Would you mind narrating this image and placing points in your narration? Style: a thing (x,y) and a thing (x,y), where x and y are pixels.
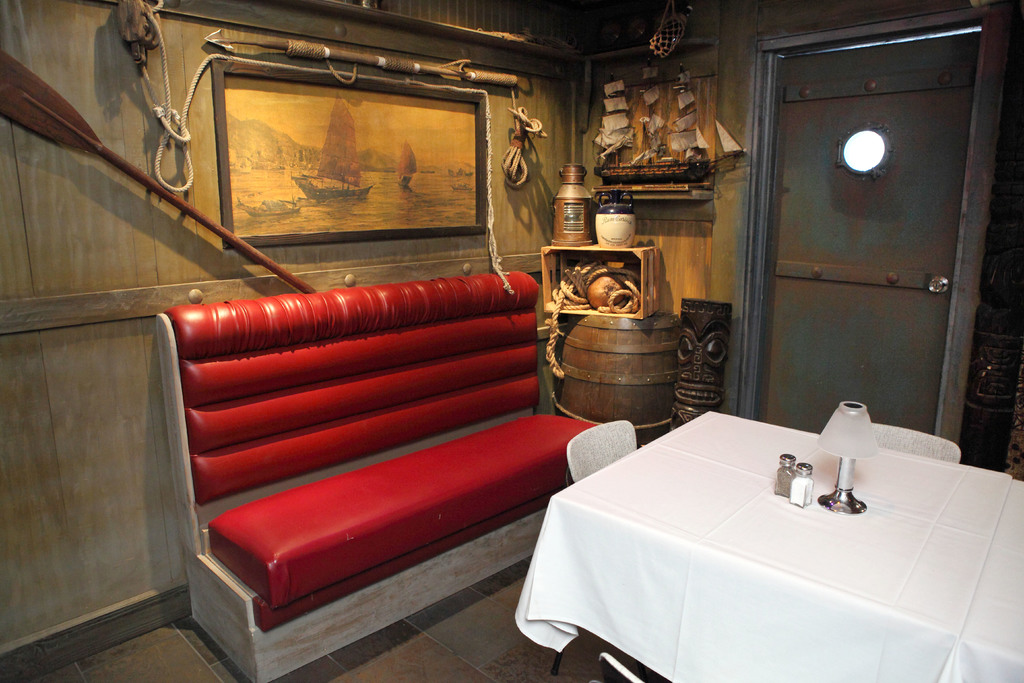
Picture is taken in the room (931,298) which has sofa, table (624,463), chairs (919,436), frame (316,201), box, rope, ship toy (655,160) in it.
